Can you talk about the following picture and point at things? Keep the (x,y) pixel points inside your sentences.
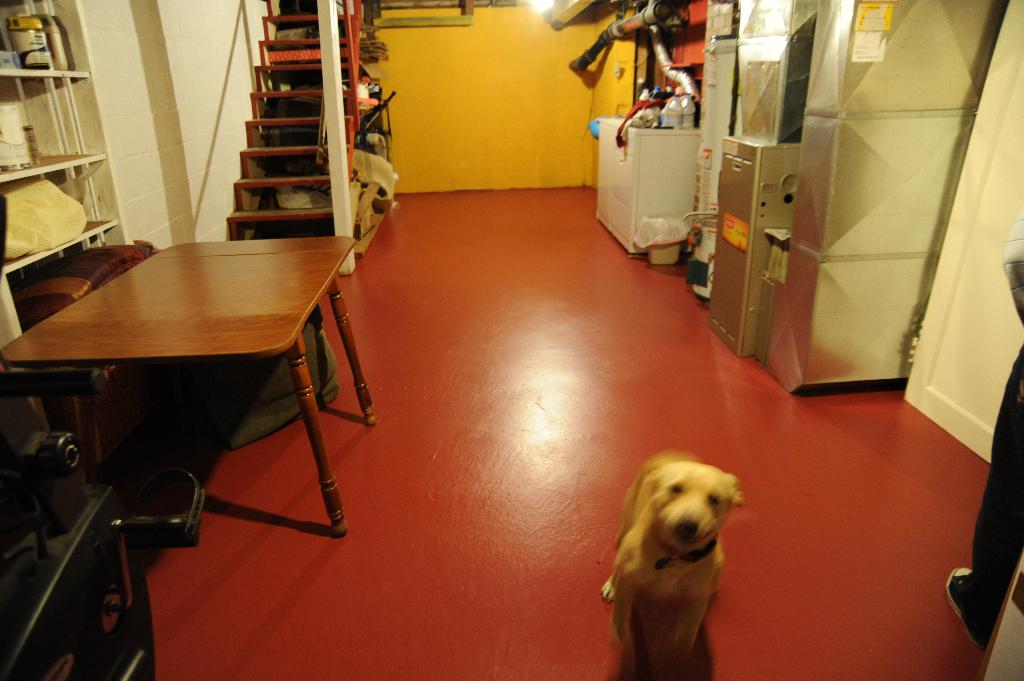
In this image, there is a floor (782,496) which is in red color on that floor (509,217) there is a dog (617,585) sitting which is in golden color, in the left side (114,327) there is a table (77,329) which is in brown color, In the right side (859,312) there is a object (866,268) kept, there are some stairs (249,177) which are in brown color, there is a wall (155,100) which is in white color. In the background (533,52) there is a wall (469,91) which is in yellow color.
